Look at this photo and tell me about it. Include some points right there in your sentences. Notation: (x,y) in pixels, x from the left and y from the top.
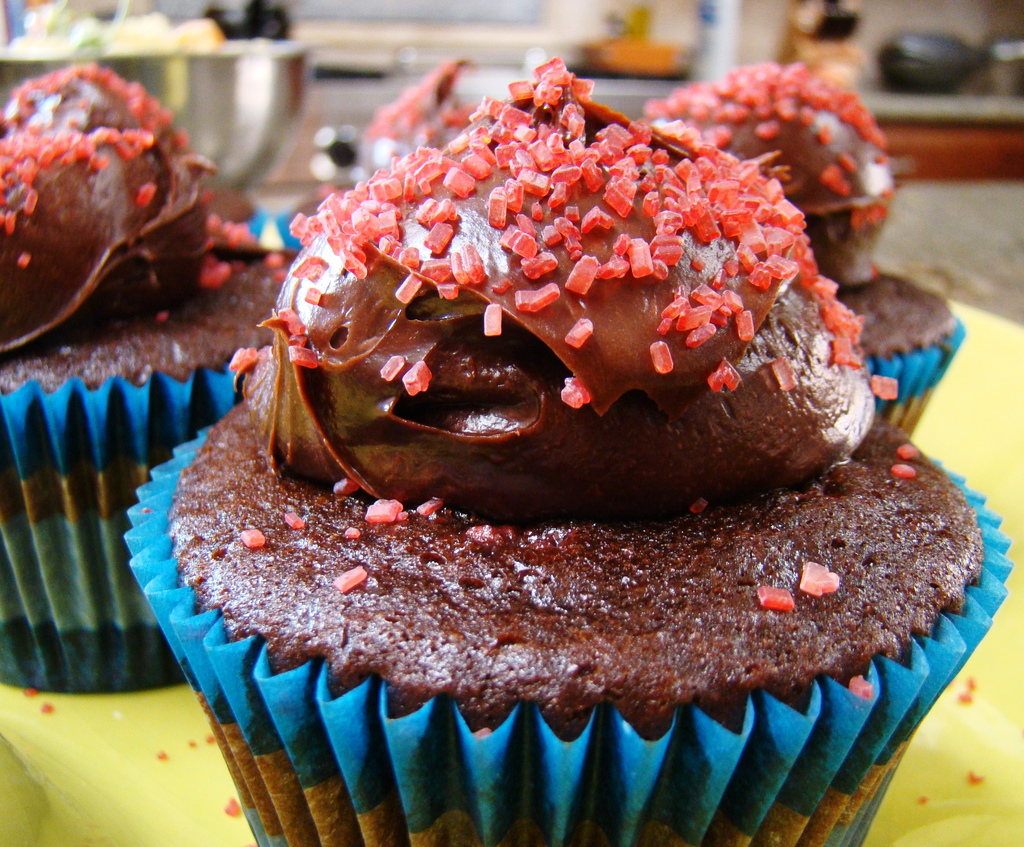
In this picture we can see cupcakes (108,676) with creams (433,281) on it and in the background (904,26) we can see some objects (637,58) and it is blurry.
